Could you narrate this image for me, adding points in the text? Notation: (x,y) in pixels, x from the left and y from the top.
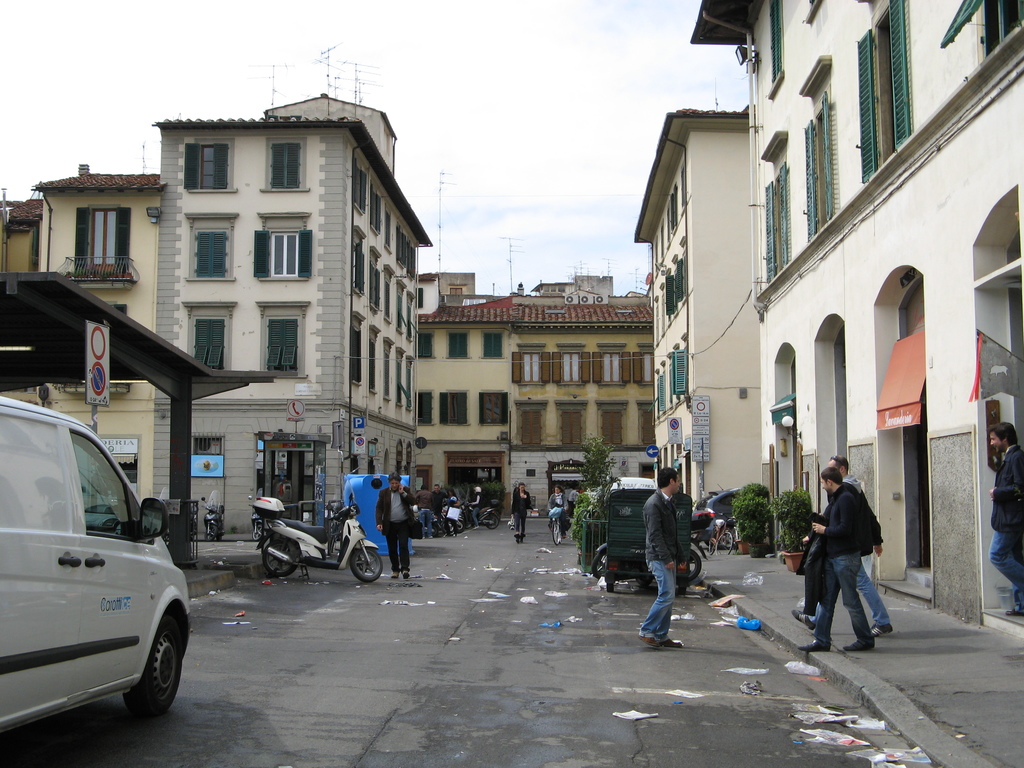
In this picture there are few persons (522,528) on the road (537,558) and there are few vehicles (347,563) and buildings (471,447) on either sides of them.
